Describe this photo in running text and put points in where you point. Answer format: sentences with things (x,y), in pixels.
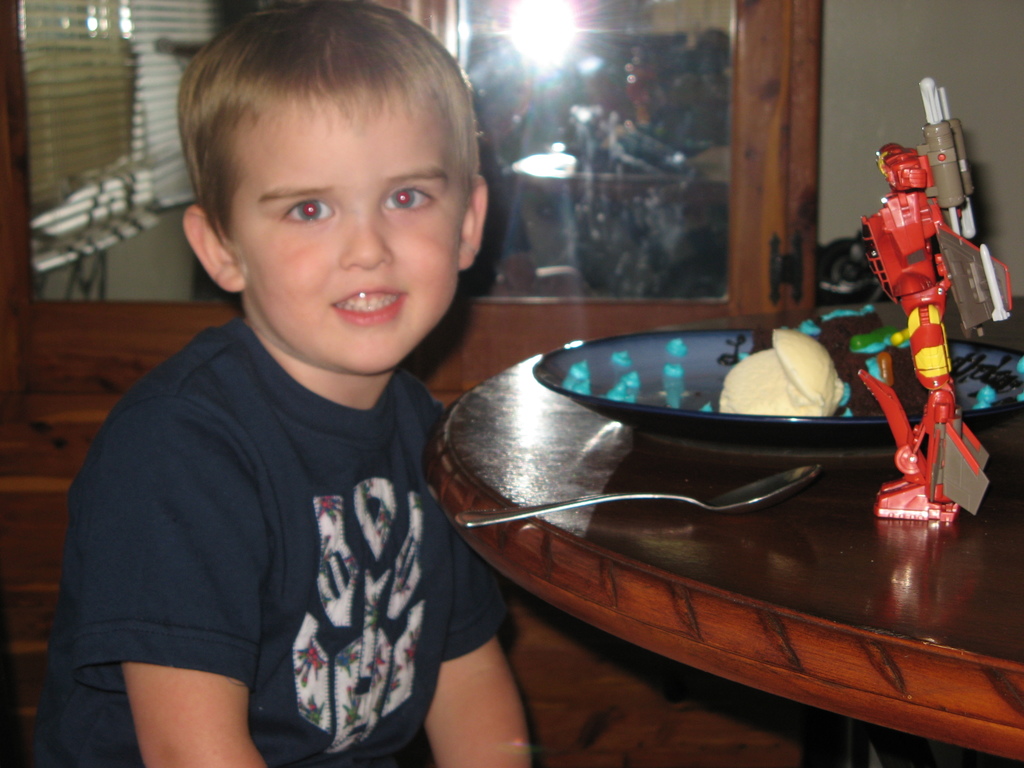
As we can see in the image there is a boy (292,471), and in front of him there is a table (926,623). On table (945,573) there is a toy (975,440), bowl (647,401) and spoon (616,500).
